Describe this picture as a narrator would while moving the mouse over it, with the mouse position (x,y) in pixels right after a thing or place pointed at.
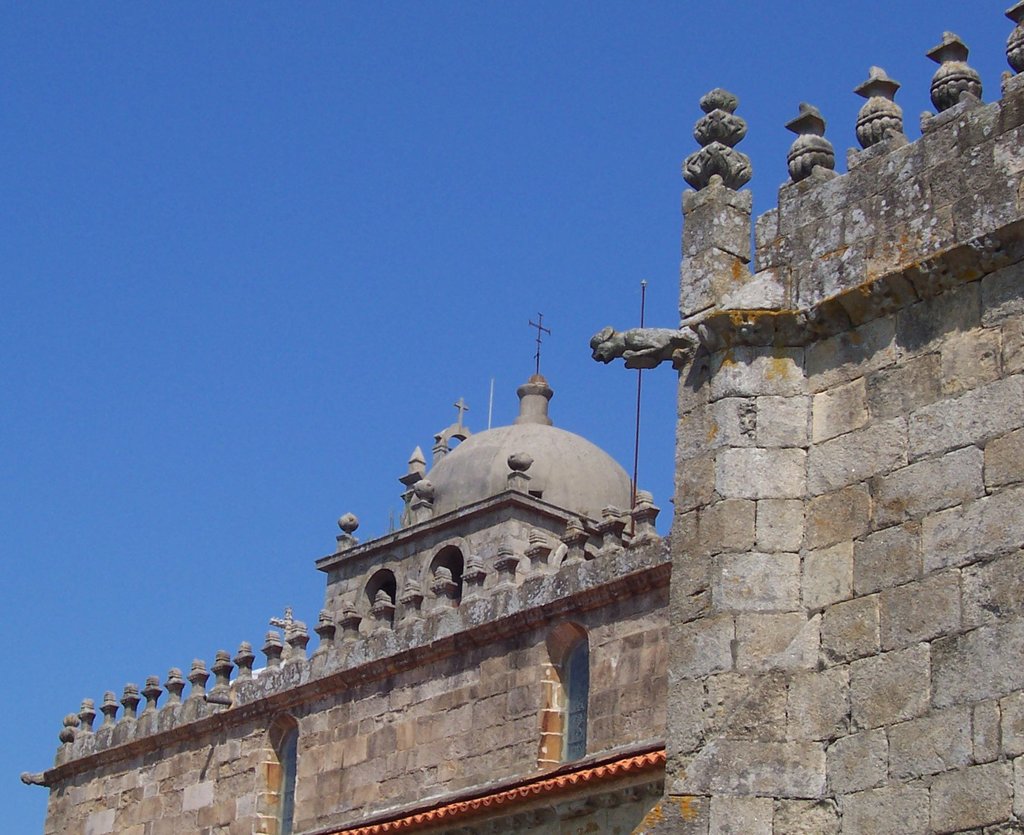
There is a building (442,624) with brick wall (590,650). On the building (655,604) there are small pillars (245,656). And on the top of the building (498,542) there are crosses (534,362). In the background (290,347) there is sky (299,358).
